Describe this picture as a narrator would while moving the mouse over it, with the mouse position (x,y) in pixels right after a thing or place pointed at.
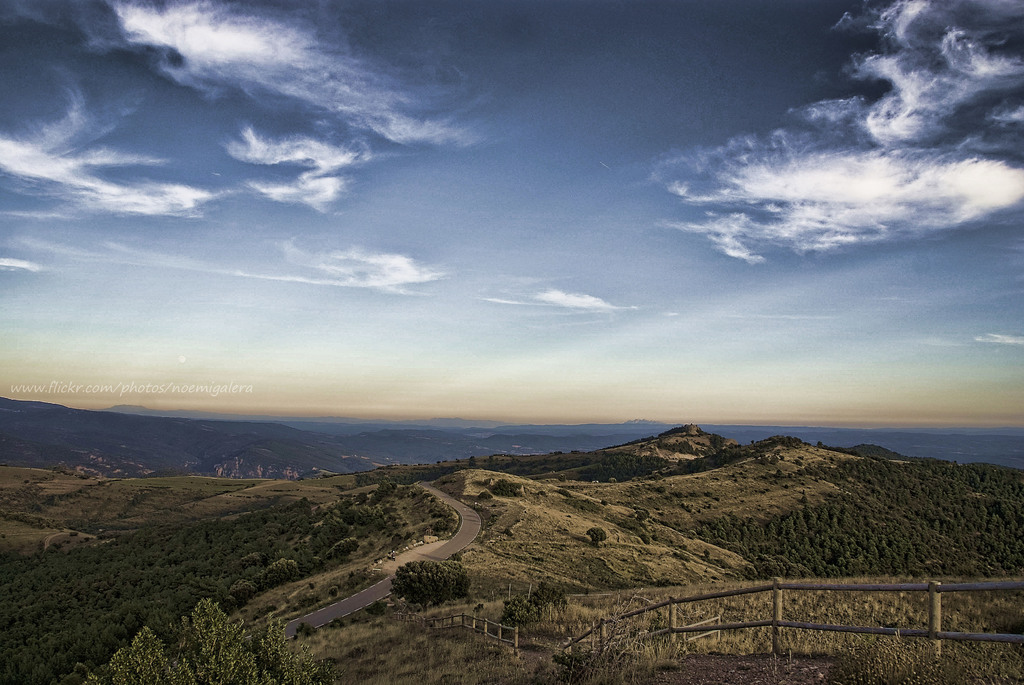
In this image I can see a fence (661,607), trees (215,681), mountains (74,442) and a text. At the top (494,119) I can see the sky (419,202). This image is taken may be near the mountains (599,495).
